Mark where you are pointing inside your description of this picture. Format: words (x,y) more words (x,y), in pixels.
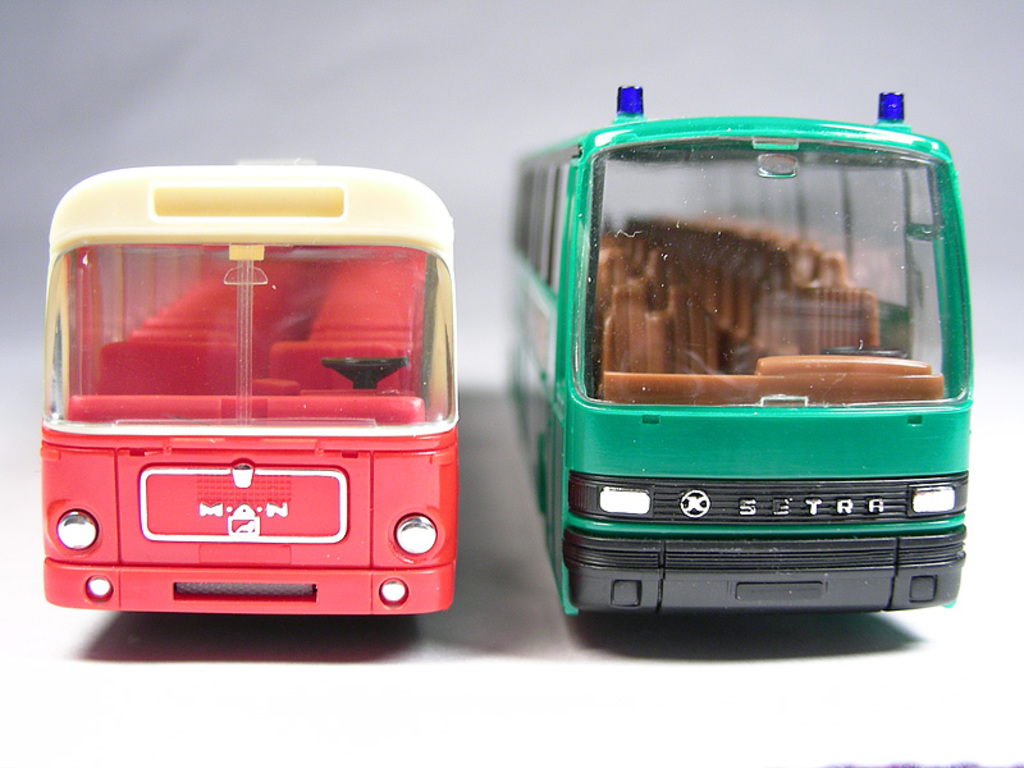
In the center of the image (358,468) we can see toy buses (626,487).
